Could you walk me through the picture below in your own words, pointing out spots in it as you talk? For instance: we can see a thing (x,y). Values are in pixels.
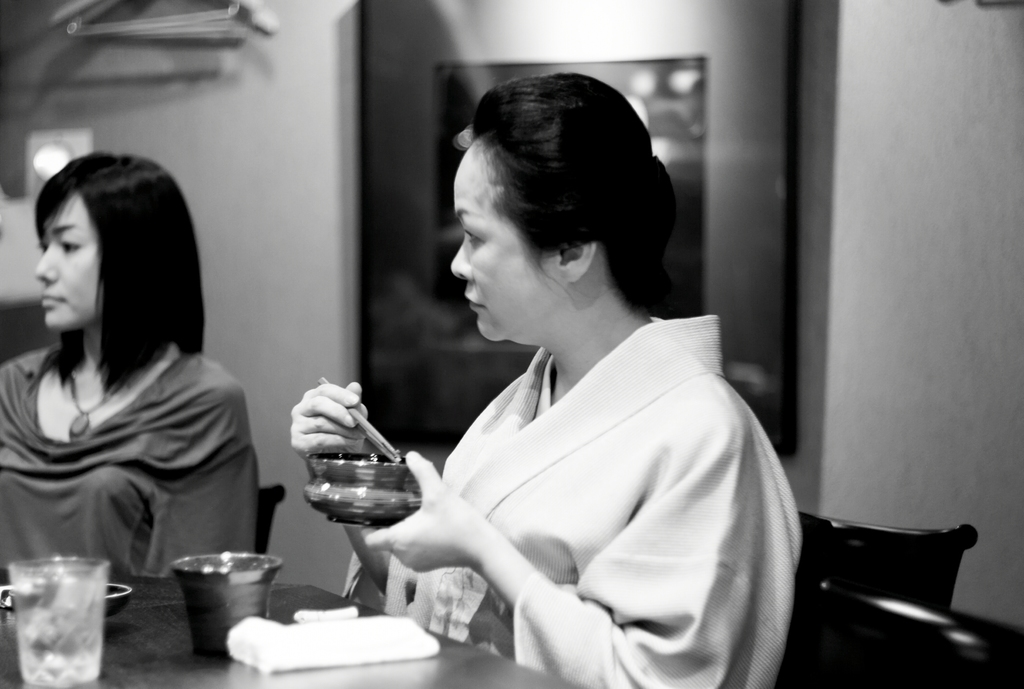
In this image there are two women (130,317) sitting on the chair (850,581), a woman (664,596) is holding an object (389,491), there is a table (177,655) towards the bottom of the image (163,648), there are objects (265,587) on the table (366,609), at the background of the image (296,213) there is the wall (805,136), there is a photo frame (668,142) on the wall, there is a light (74,140) on the wall (105,136), there is an object (66,140) towards the left of the image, there is an object (185,36) towards the top of the image (187,33).
